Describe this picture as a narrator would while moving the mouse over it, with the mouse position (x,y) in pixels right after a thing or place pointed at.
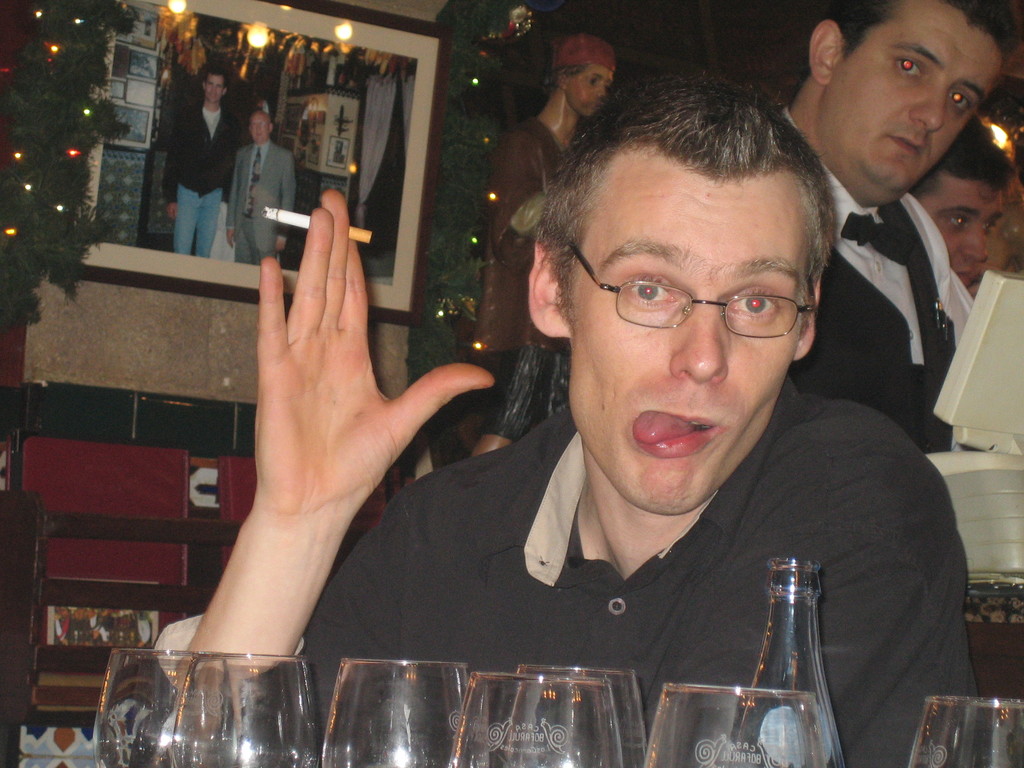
In this image I can see a number of glasses (967,726). I can also see he is wearing a specs (619,288). In the background (380,28) I can see plants (461,199) and a frame (211,154) on this wall (149,337).
